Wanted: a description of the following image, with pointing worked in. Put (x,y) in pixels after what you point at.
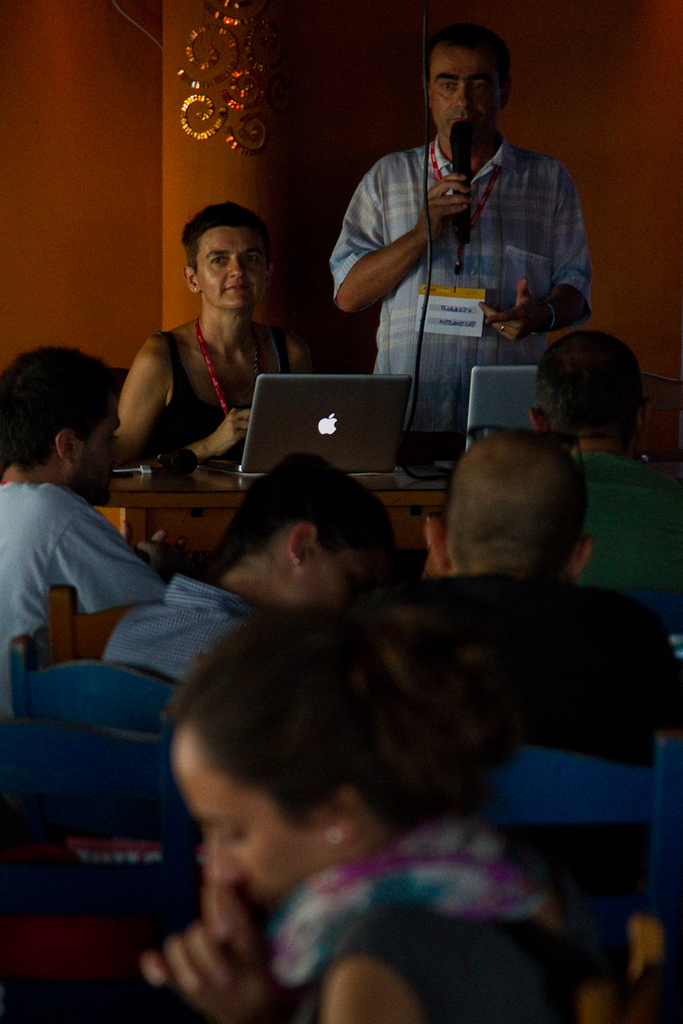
As we can see in the image there are few people (103,562) sitting and there is a table (125,501) over here. On table (194,473) there is a mic (177,457) and laptop (328,402) and the man (488,130) who is standing here is holding mic (464,143).
